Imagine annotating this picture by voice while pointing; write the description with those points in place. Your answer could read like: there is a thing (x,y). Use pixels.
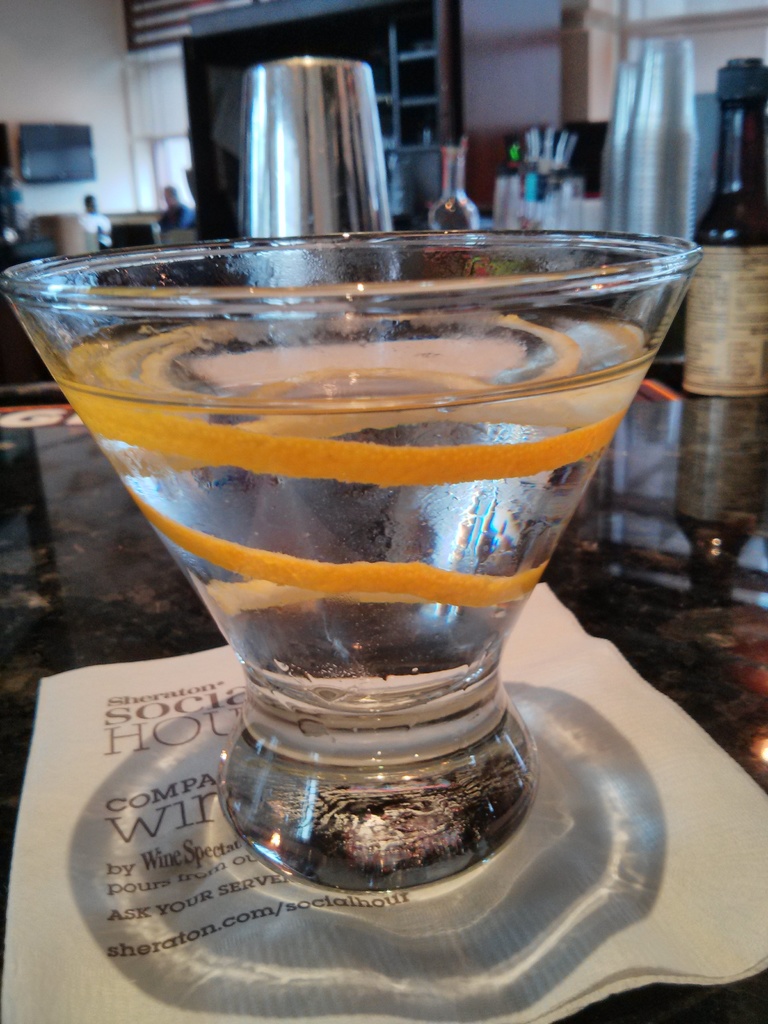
In this image there is a glass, bottle (767,232), people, television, rack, table (84,505) and objects (350,104).
